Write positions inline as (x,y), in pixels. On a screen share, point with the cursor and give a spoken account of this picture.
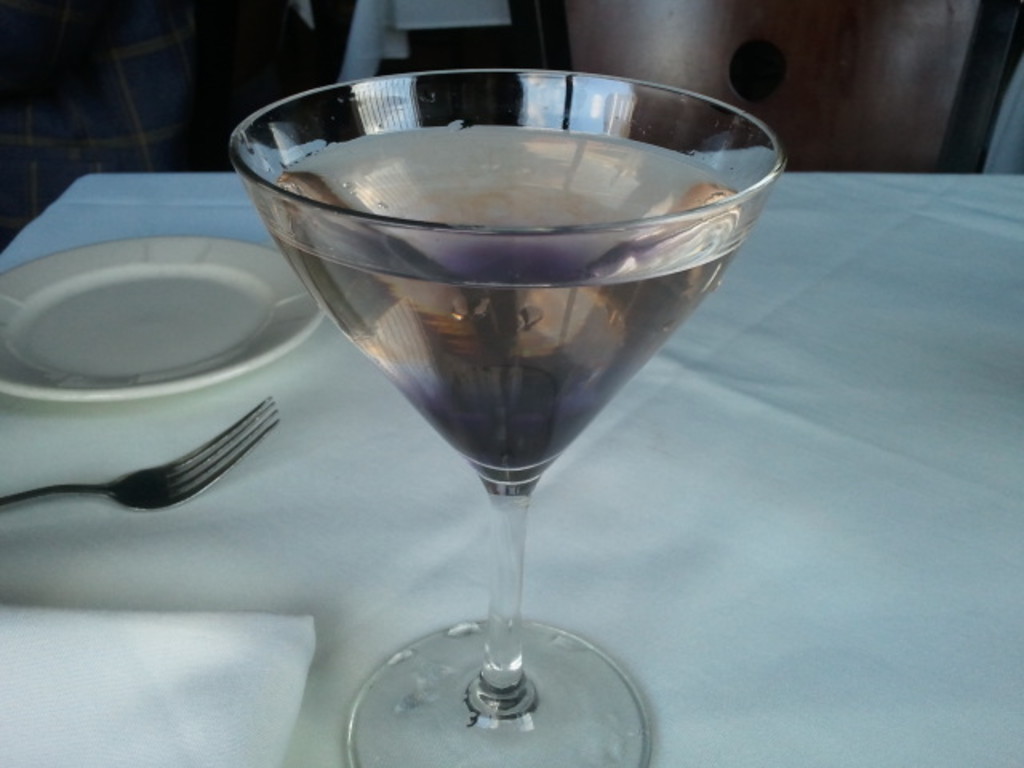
In this image we can see a table (588,456). On the table (619,553) there are martini glass (517,367) filled with beverage (351,290), fork (202,456), paper napkin (174,690) and a serving plate (244,369).
